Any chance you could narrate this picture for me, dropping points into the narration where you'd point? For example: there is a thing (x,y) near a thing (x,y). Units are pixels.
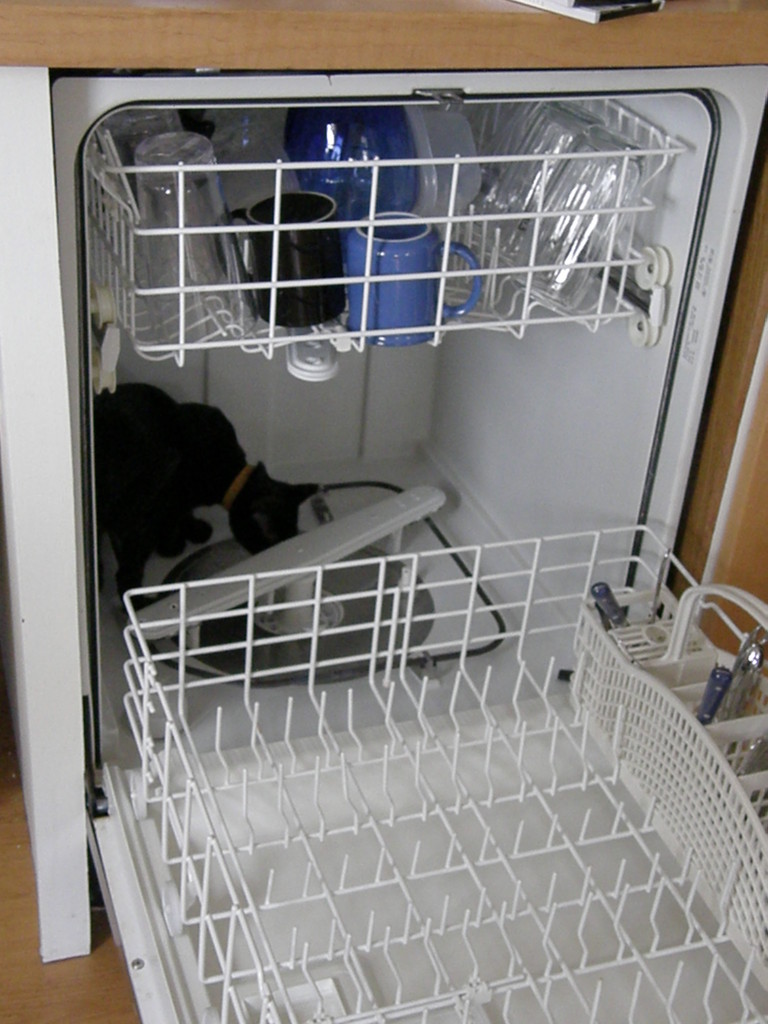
In this image we can see a dishwasher (713,726) with racks (423,309). In the racks (331,216) there are glasses (194,222), cups (397,247) and some other items (329,184). Also there is a cat (158,487) inside the dishwasher (78,528).
